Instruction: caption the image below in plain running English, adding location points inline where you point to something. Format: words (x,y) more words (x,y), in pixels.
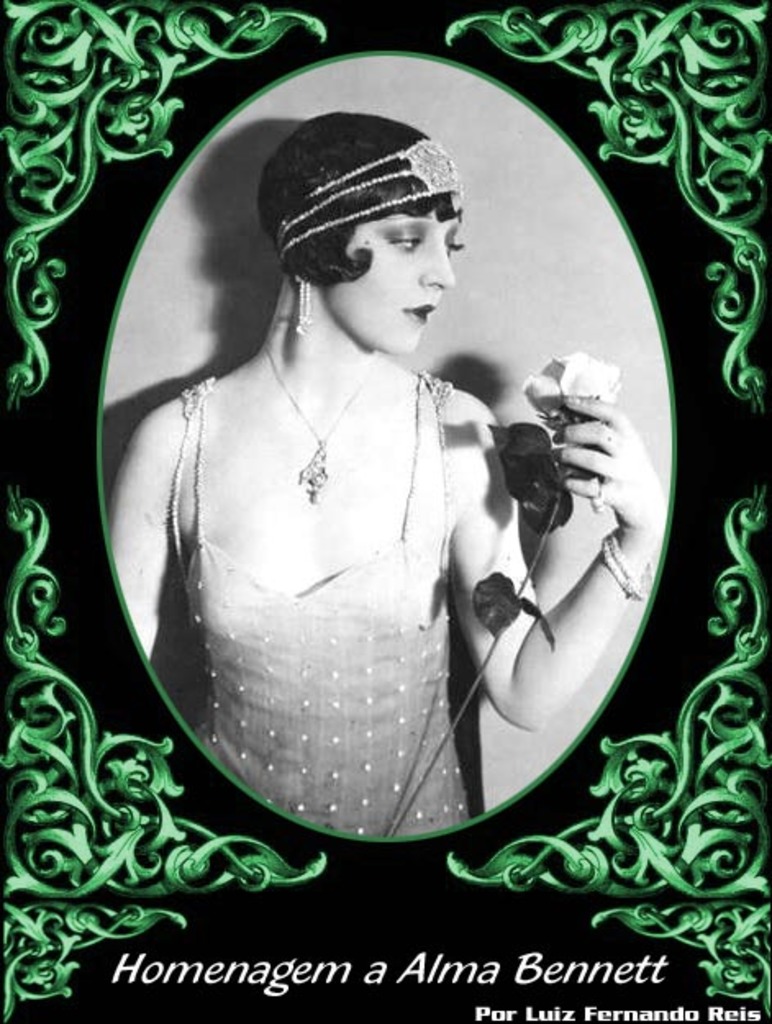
In the image in the center (429,541) we can see one poster (429,519). On the poster (322,583), we can see some design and one person (380,422) standing and holding some object (534,502). And we can see something written on the poster (449,1010).
